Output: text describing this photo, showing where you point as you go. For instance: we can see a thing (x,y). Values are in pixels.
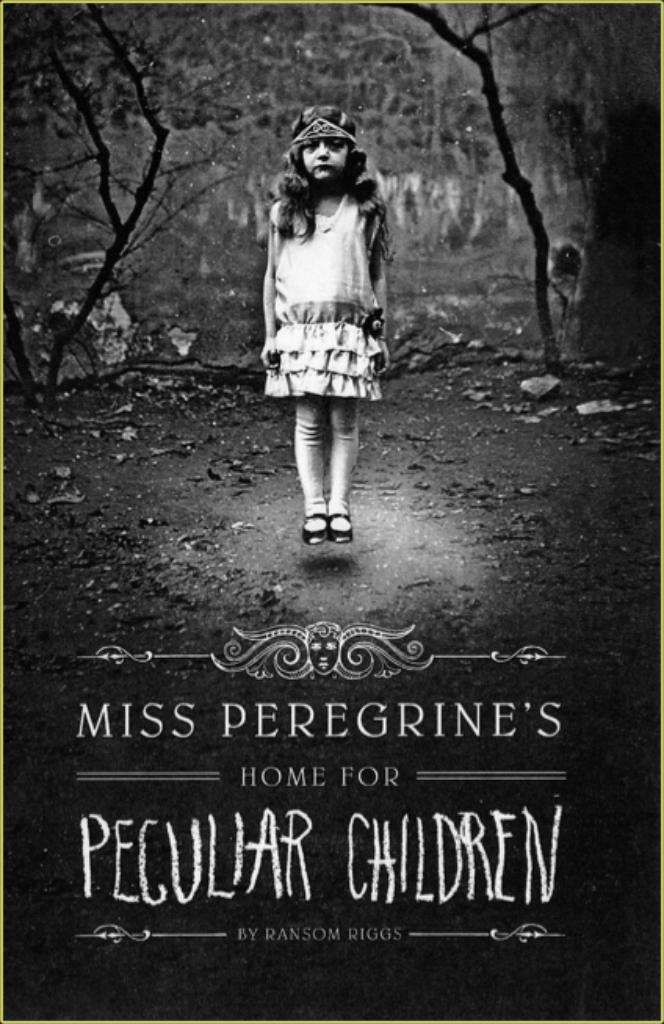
In this image there is a poster (350,292). In the poster (319,292) there is a girl (323,260) in the air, behind her there are trees (73,162) and some dry leaves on the surface (350,610). At the bottom of the image (267,809) there are some text (403,855) and images (222,661).
